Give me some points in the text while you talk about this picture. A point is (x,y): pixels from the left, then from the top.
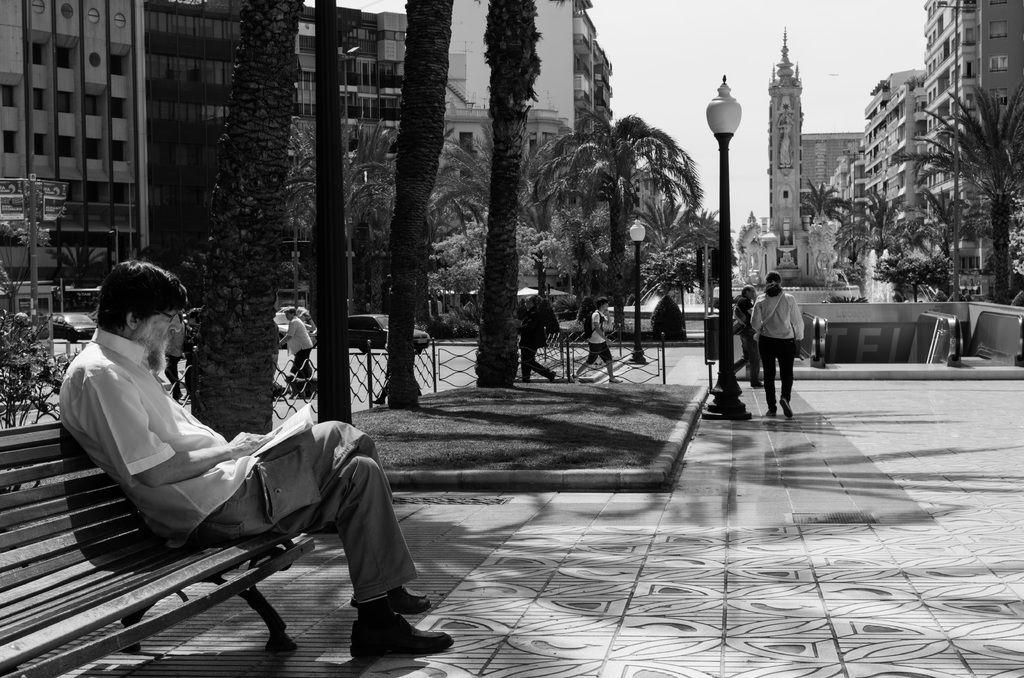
In the image on the left (245,436) we can see one man (204,488) sitting on the bench (19,470). In the center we can see few persons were walking on the road (882,390). And coming to background (276,77) we can see trees (408,65), sky (683,45), street light (726,238) etc.
